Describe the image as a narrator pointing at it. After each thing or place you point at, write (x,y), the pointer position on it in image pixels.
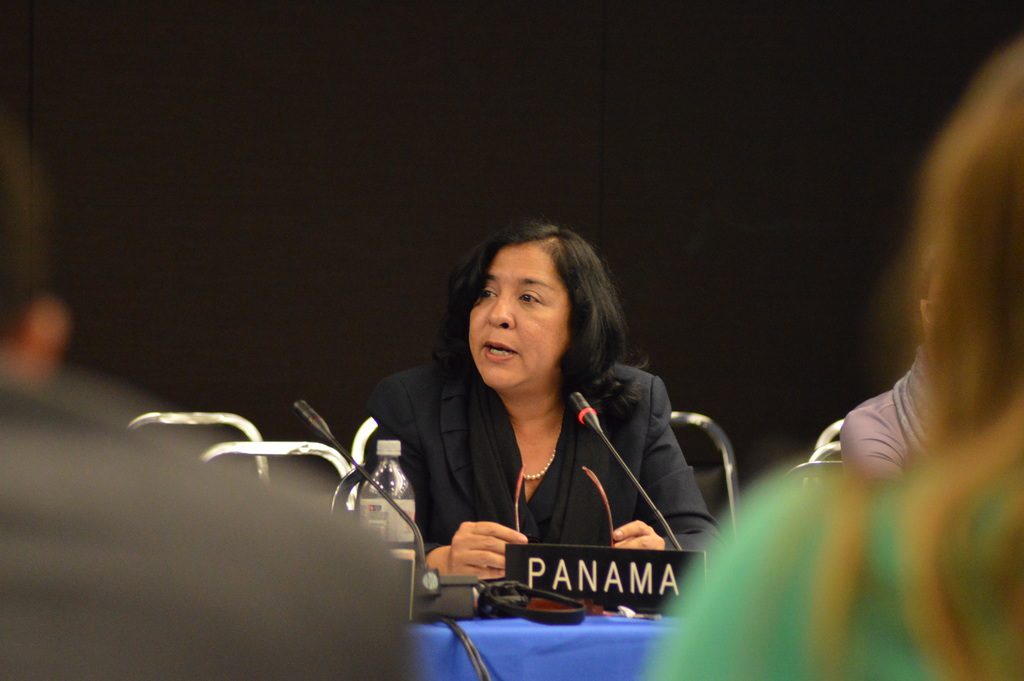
In this image there is a woman (534,483) holding glasses (608,528) in front of a mike (635,480) and she is sitting on the chair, placing her hands (472,524) on the table (549,633). There is a bottle (388,476), name board (607,561), black color object (528,611) and blue color cloth (578,625) on the table (591,638). Image also consists of three people (170,472) and also chairs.
